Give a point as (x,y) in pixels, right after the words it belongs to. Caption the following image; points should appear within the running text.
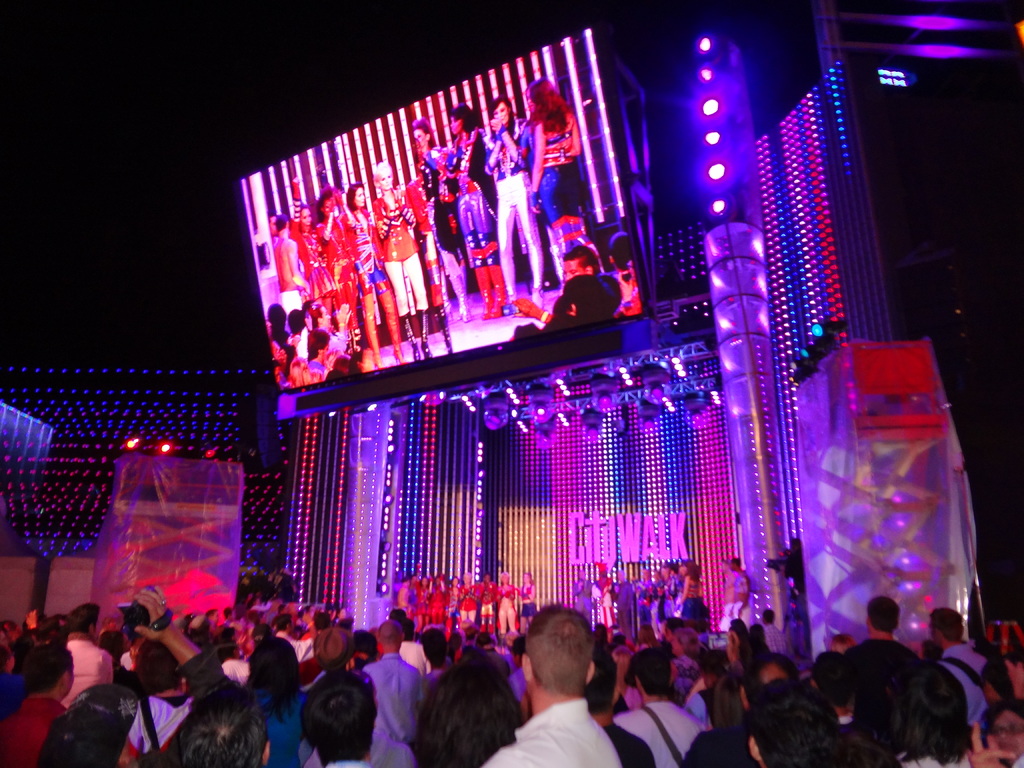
In this image we can see a group of people (612,593) standing on the stage (682,510). We can also see some lights (709,432), banners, the metal frames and a display screen (308,304) with the picture of some people (307,354) on it. On the bottom of the image (678,665) we can see a group of people (632,701). In that a person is holding a camera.
